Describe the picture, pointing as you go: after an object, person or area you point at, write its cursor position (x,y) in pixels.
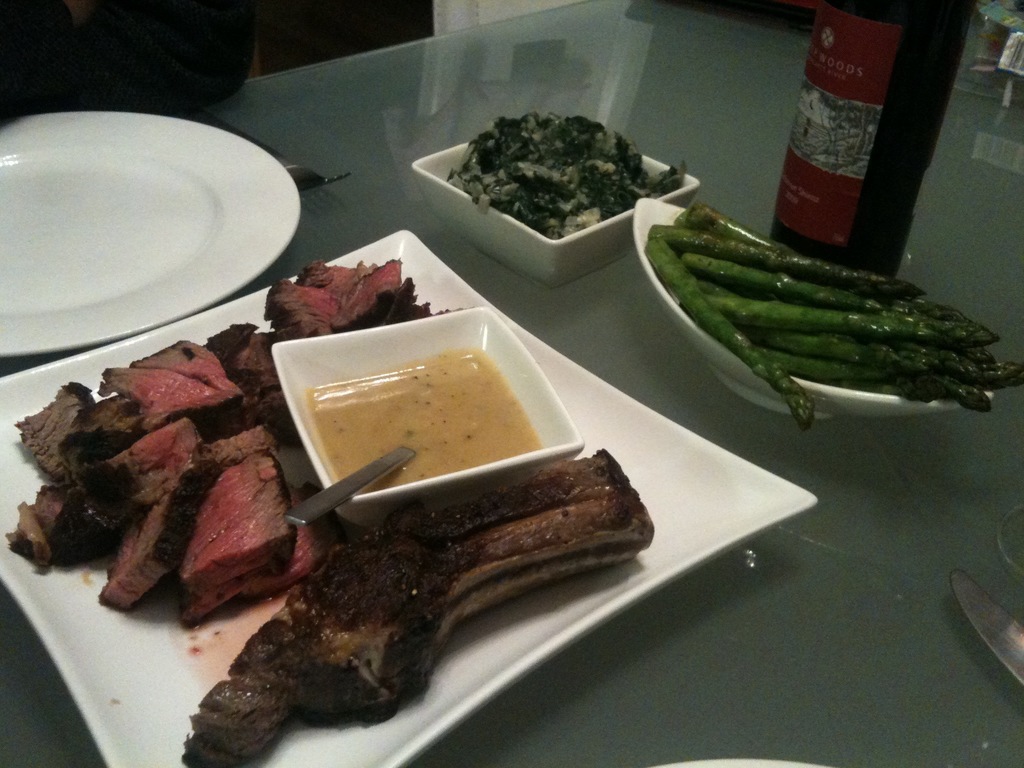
In this picture I can see food items (662,225) in the bowls (579,235) and on the plate (367,724), there is an empty plate (7,136), there is a fork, knife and a wine bottle (940,19) on the table (378,122).
